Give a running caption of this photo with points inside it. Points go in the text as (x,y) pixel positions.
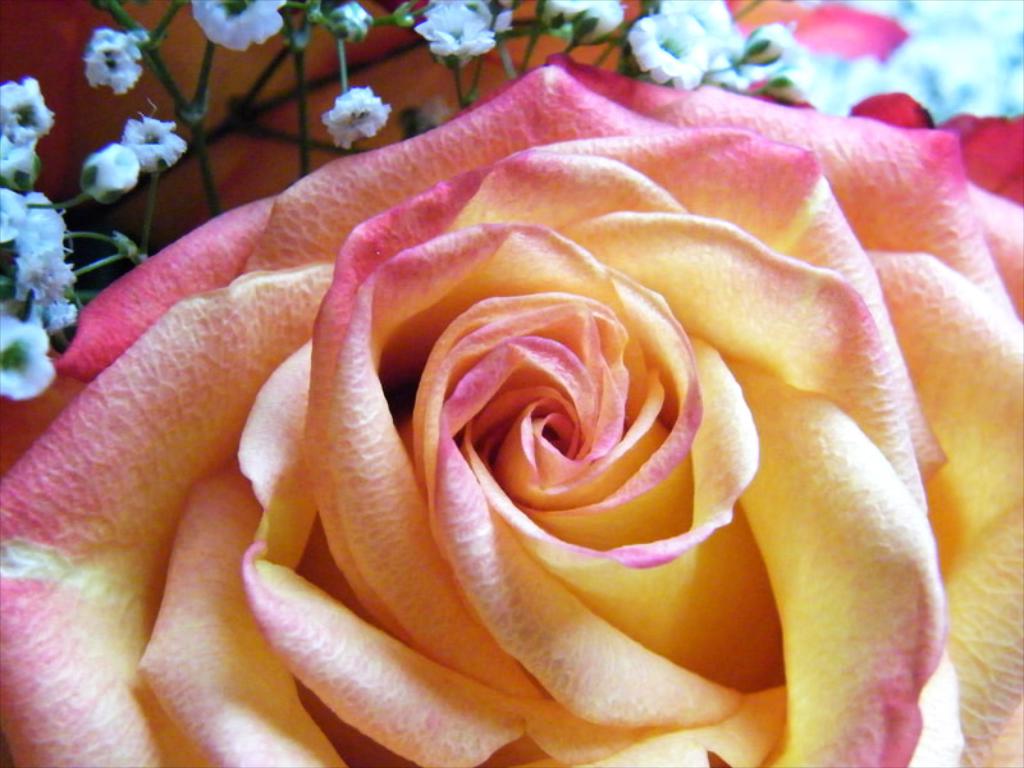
In this image in the front (638,204) there is a flower (265,311) and at the top (11,165) there is a white color flower (694,34).
